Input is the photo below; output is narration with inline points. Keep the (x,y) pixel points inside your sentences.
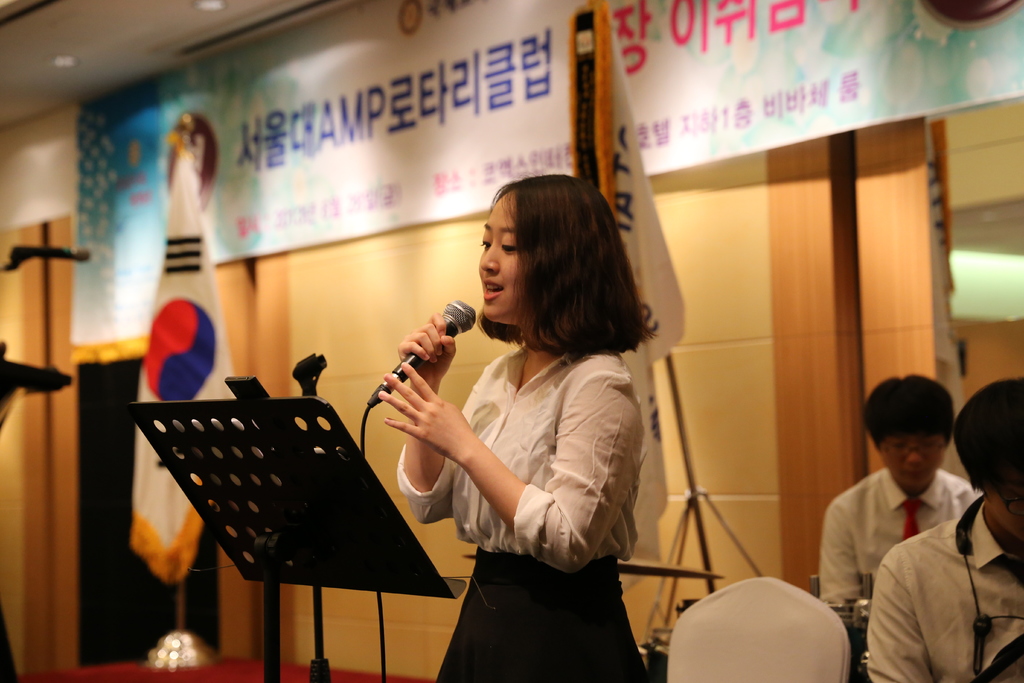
In this image, we can see a woman (573,492) is singing and holding a microphone (460,305). Here we can see stands (274,527), rods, microphone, flags (651,358). On the right side of the image (809,643), we can see few people (1017,382) and some objects (810,620). Background (344,334) there is a wall (369,273), banners (335,139) and black object (114,446).
